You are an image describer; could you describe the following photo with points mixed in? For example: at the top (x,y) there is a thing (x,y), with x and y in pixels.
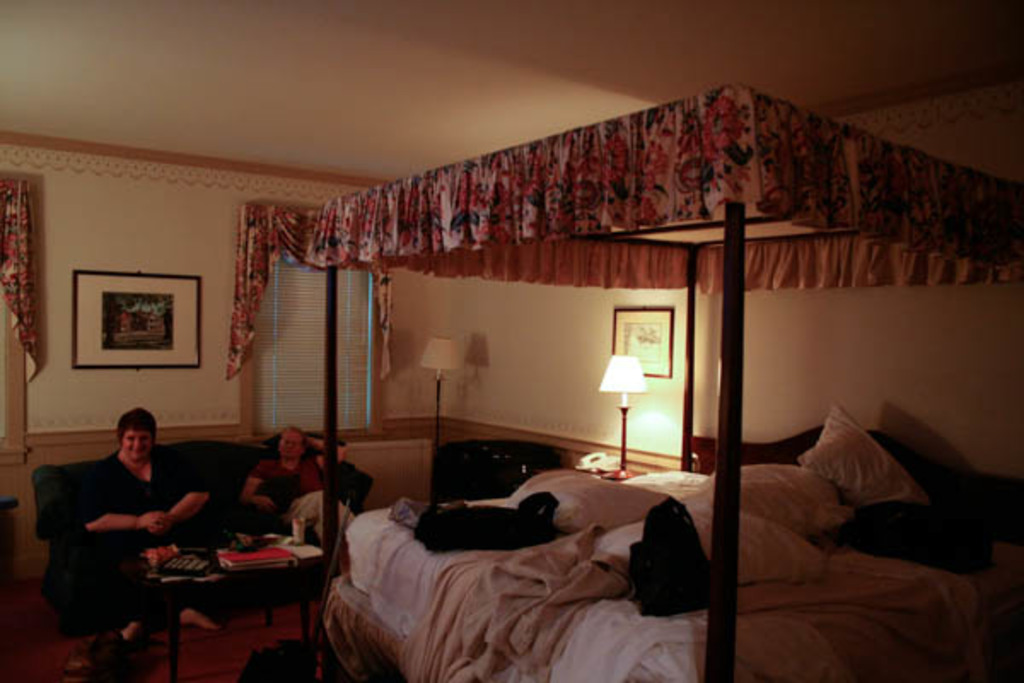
In this image I can see two people (112,533) sitting on the couch (62,511). There is a table (161,573) in-front of these people (100,612). On the table (302,576) I can see the books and some objects (209,579). To the right (720,637) I can see the bed (563,640). On the bed (602,636) there are pillows (607,498), blankets (577,562) and some black color objects (449,511). To the side of the bed (403,530) there is a lamp (431,355). In the background (345,368) I can see the window blind (309,358) and the frames (91,318) to the wall (530,394).
